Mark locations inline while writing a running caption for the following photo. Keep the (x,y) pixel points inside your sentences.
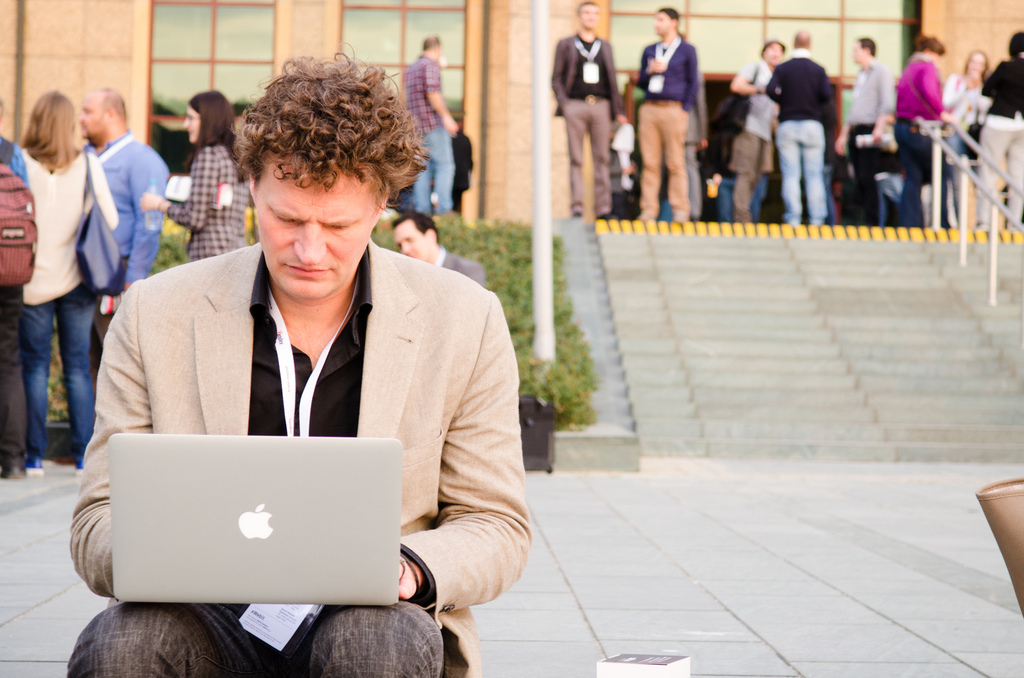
In this image we can see a man (194,400) wearing the identity card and sitting with the laptop (347,543). We can see the people (15,469) standing in the background (804,149). We can see the plants (556,339), pole (537,330), railing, stairs (865,295) and also the building (397,63) with the glass windows (263,45). We can also see a book (666,677) on the path (733,593).
